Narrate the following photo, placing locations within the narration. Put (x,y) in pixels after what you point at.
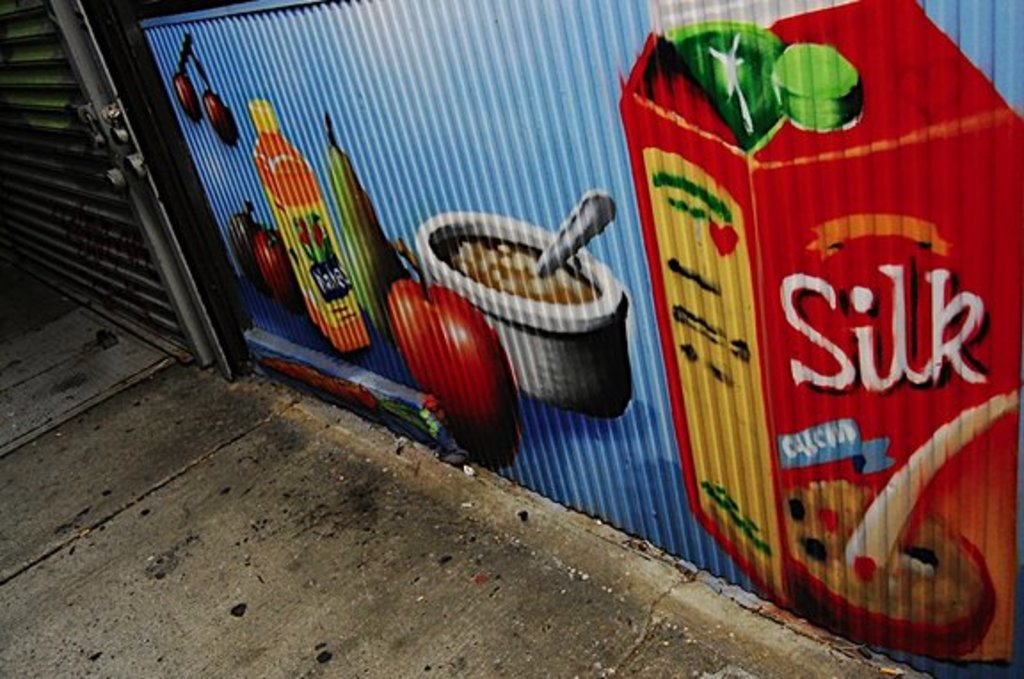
Here we can see drawing (578,251) of food packets (648,252), bowl (467,232) with food (479,236) in it and fruits (477,362) on a metal sheet (620,360) and we can see a metal door (59,126) and locks (122,181) and this is ground (404,558).
